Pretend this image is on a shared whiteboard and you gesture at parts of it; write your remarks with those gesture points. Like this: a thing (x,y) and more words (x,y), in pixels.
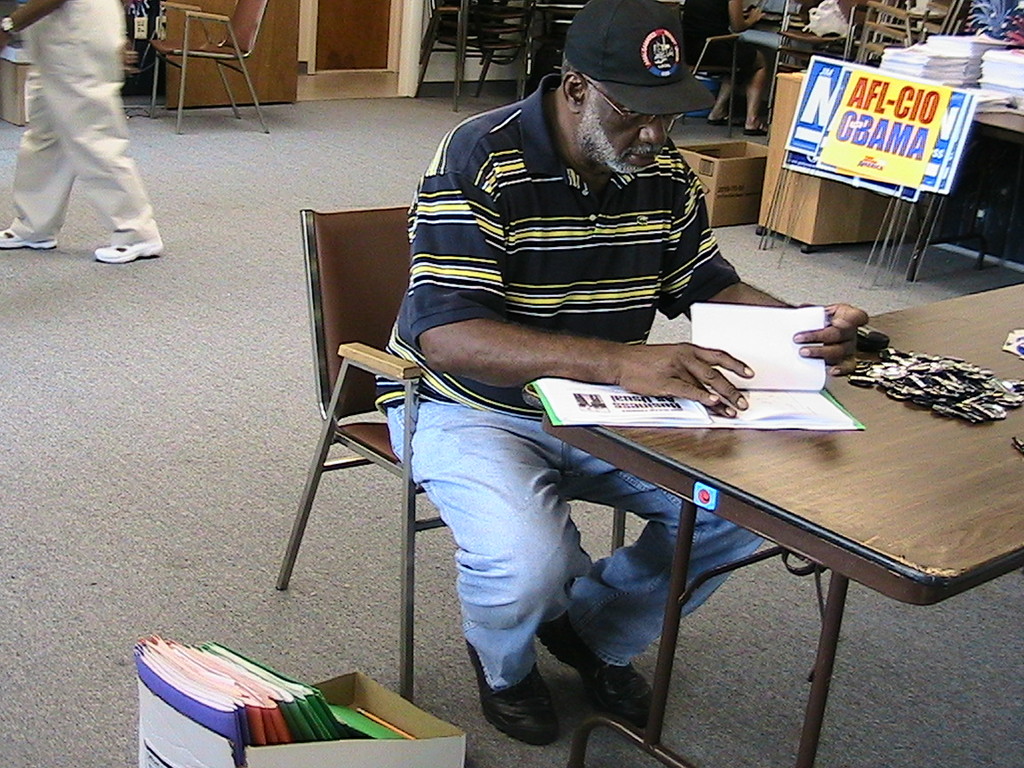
In this image I can see a person (505,162) sitting on the chair (349,376) and wearing cap (658,81). In front of him there is a book (767,396) on the table (838,452). To the right of him there are some files (270,716) in the card board box (417,722). At the back (118,165) one person (112,198) is walking. At the right (825,117) there is a sign board (880,134) and one person (756,65) is sitting on the chair (731,71). There are some books (967,72) on the table (1002,120).
